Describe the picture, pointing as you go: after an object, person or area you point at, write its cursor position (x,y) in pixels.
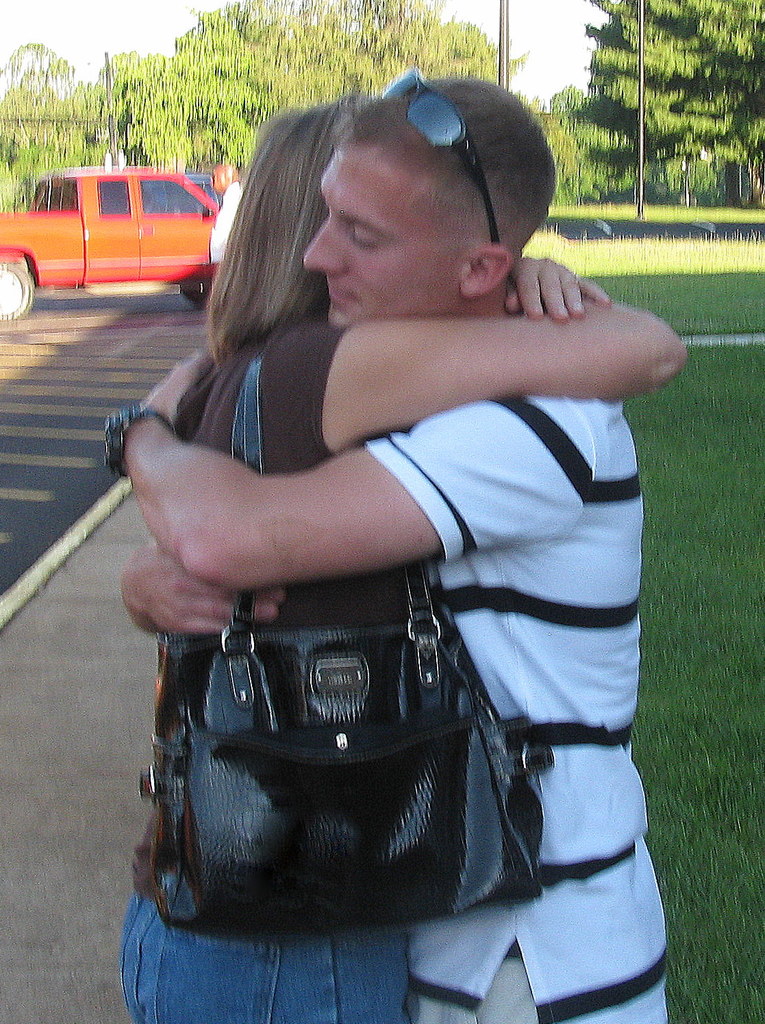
This image is taken in outdoors. In this image there are two people (463,155) standing on the road (21,486). In the left side of the image (34,721) there is a floor (49,709). In the right side of the image (668,719) there is a grass (679,826). In the background (257,35) there are many trees (247,34) and plants (385,60), there is a car (45,243) and a pole (502,45). There is a man (579,927) and woman (243,430) in this image.
